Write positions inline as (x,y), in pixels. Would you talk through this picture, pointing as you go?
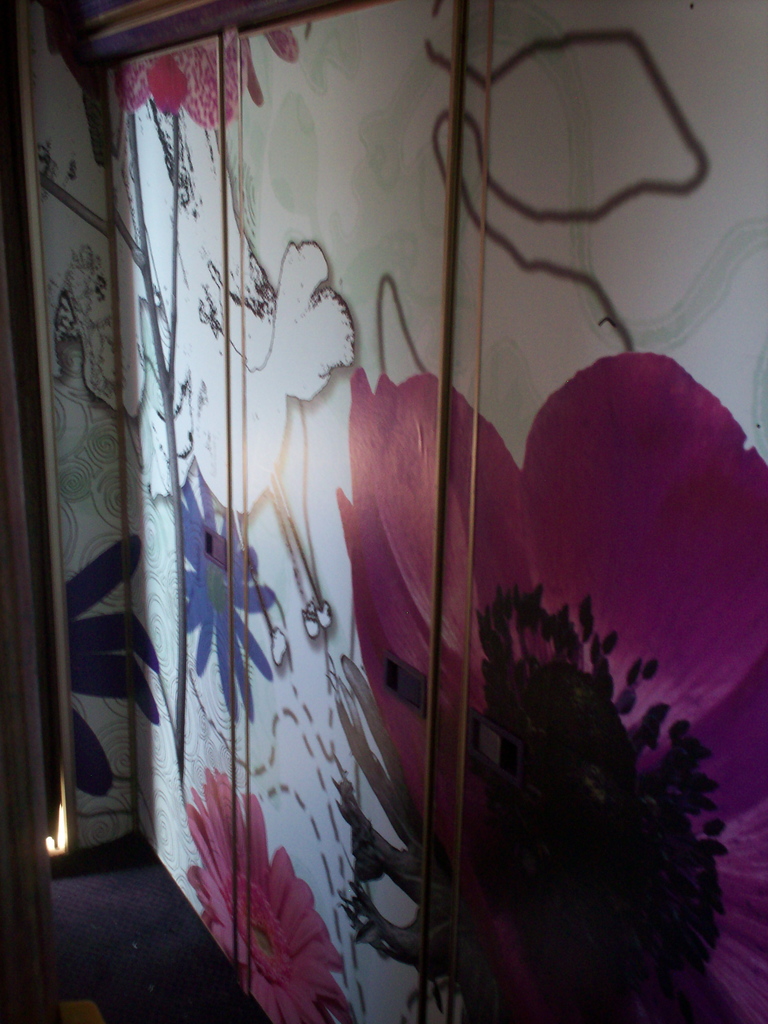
This picture shows a cupboard (522,248). we see design (239,295) on the doors (283,561).
